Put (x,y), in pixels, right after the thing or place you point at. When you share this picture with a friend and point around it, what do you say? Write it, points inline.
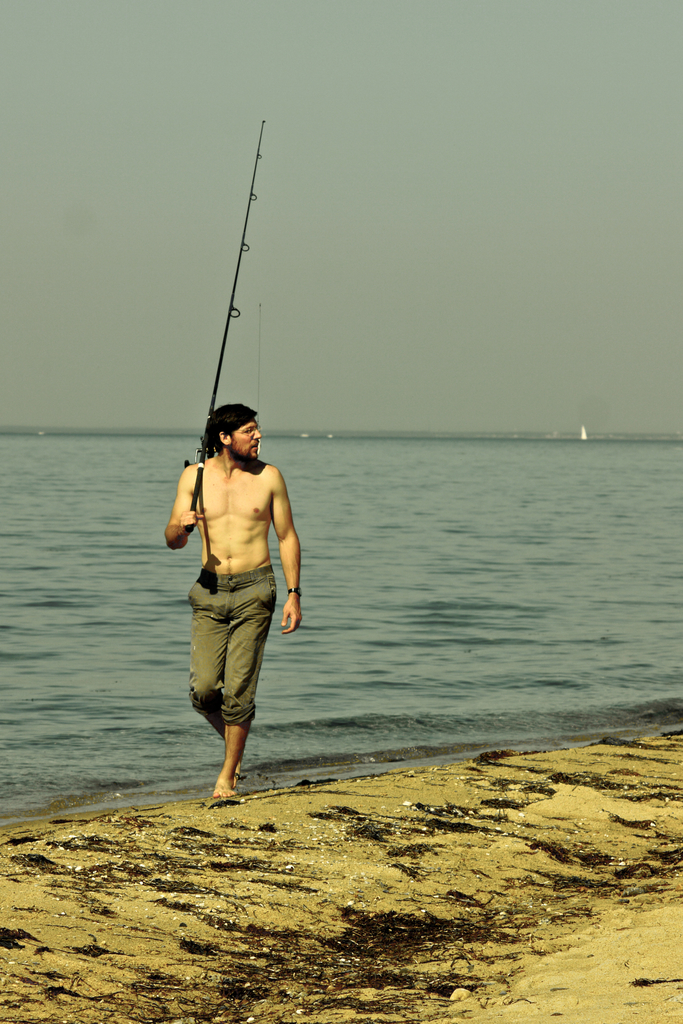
The picture is taken on the shore (143,941). In the foreground of the picture (388,919) there is sand (347,873) and debris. In the center of the picture (267,500) there is a person (229,455), holding an object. In the background (126,591) there is a water body (442,489).
